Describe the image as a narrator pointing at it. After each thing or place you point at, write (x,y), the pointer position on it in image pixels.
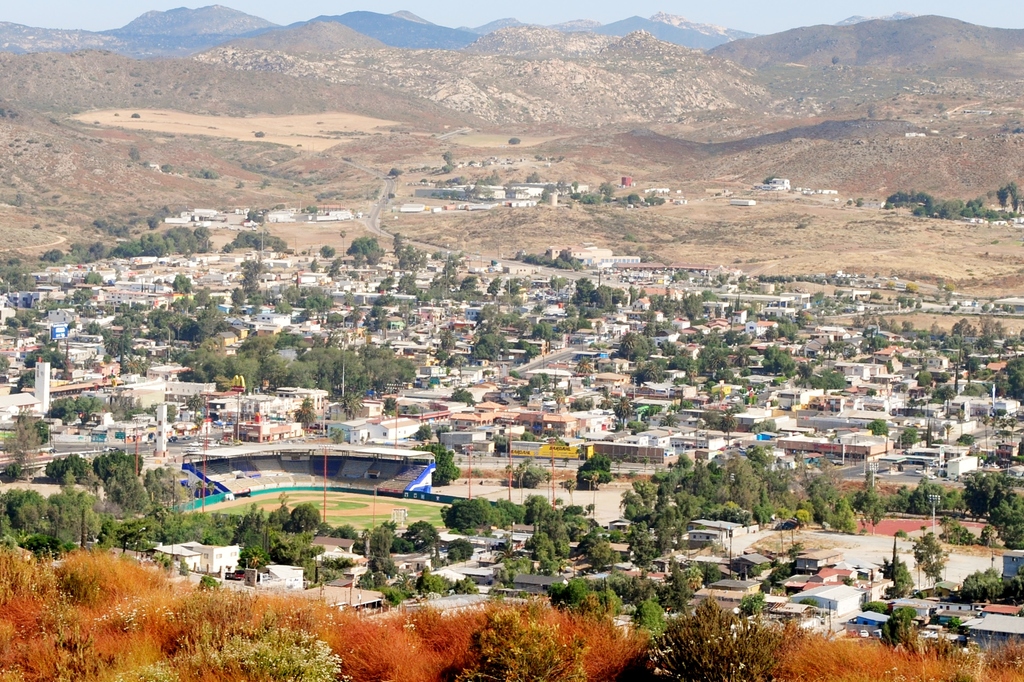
As we can see in the image there are houses (484,552), trees (263,351), current poles (343,390), hills (462,119) and sky (599,0).
